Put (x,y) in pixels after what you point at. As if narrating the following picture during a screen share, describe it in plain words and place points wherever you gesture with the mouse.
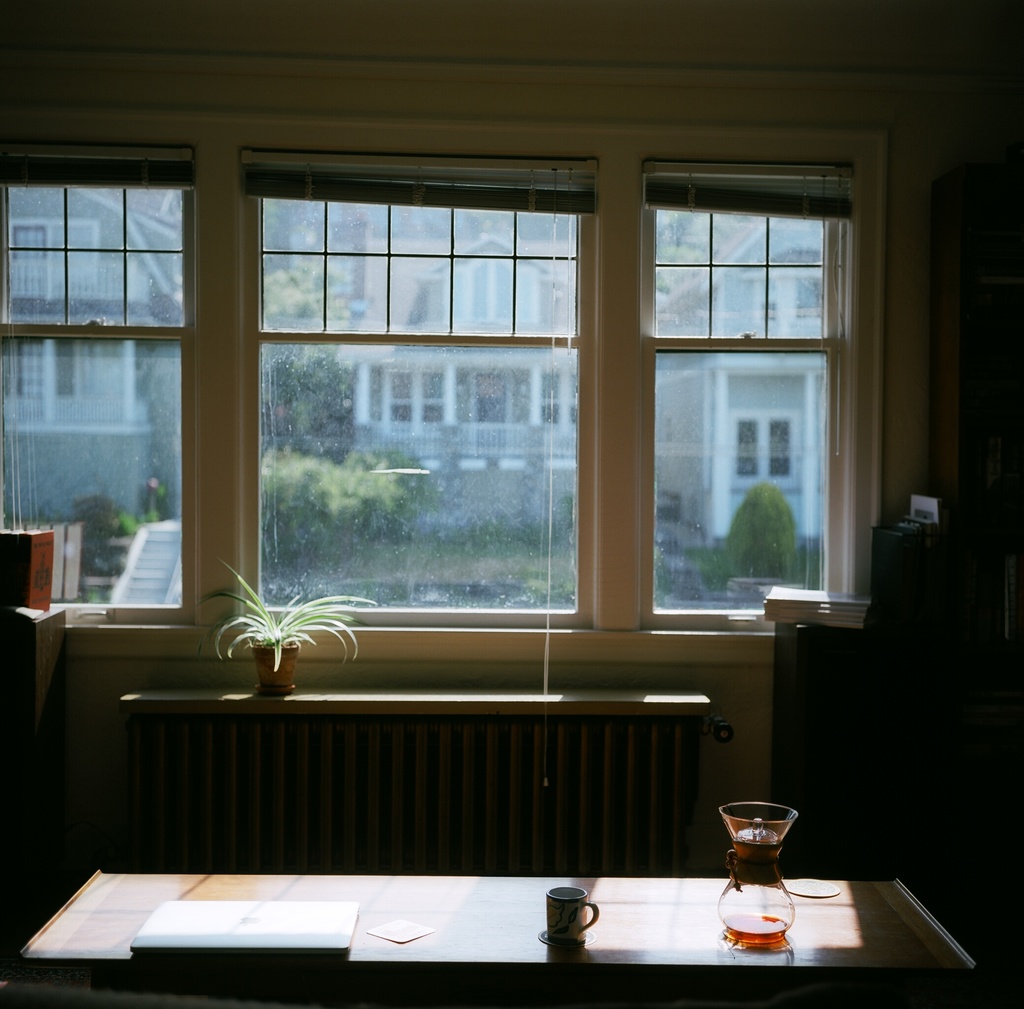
This is the picture of a room (232,57) where, there are windows (319,259) at the center of the image (393,579) and there is a flower pot (264,682) on the windowsill (329,691) and there is a table (58,941) at the bottom of the image (606,961) on which there is a laptop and a cup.
